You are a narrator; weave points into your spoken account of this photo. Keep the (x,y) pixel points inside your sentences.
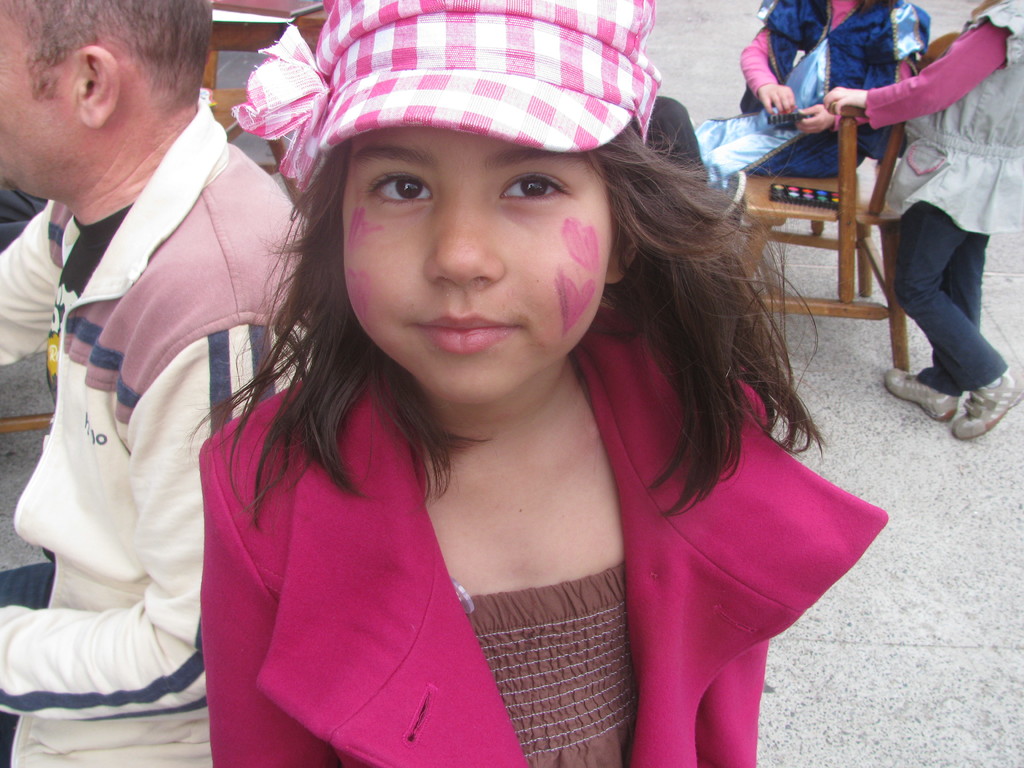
In this image, we can see few people (292,284). Few are sitting and standing. In the middle (608,488), a girl (456,456) is wearing a coat (365,677) and cap (361,115). She is smiling. Top of the image (234,30), we can see table (276,28), few objects (255,21) are placed on it.
